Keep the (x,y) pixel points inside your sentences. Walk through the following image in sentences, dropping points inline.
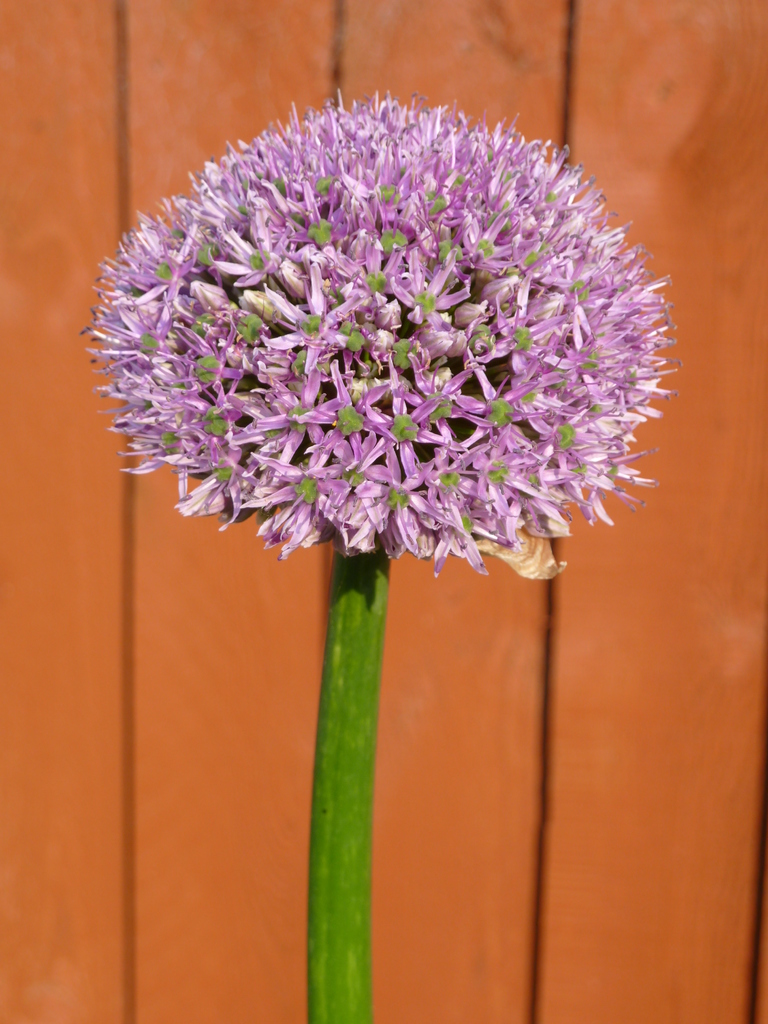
In the image in the center (361,347), we can see one flower (328,261), which is in pink color. In the background (711,155) there is a wooden wall (517,103).
